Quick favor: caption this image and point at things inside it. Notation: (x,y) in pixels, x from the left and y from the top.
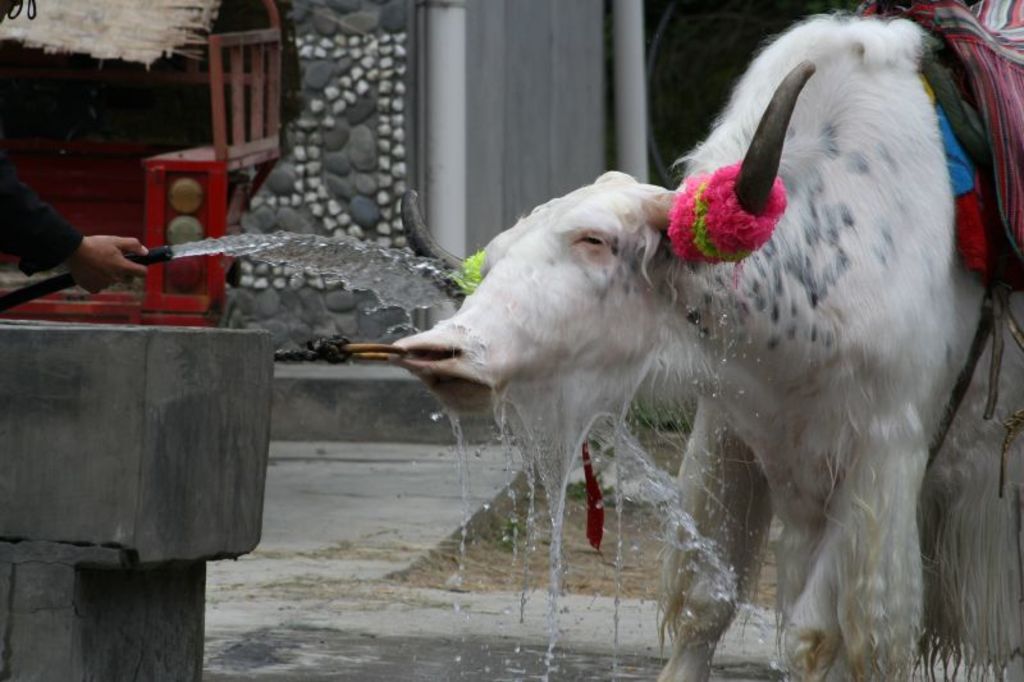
In this picture we can observe an animal (794,295) which is in white color. There are two horns (433,242) to this animal (790,335). On the left side (72,242) we can observe a human (69,258) watering this animal (529,329). In the background (298,51) there is a wall (383,98) and a pipe (634,42) which is in white color.
